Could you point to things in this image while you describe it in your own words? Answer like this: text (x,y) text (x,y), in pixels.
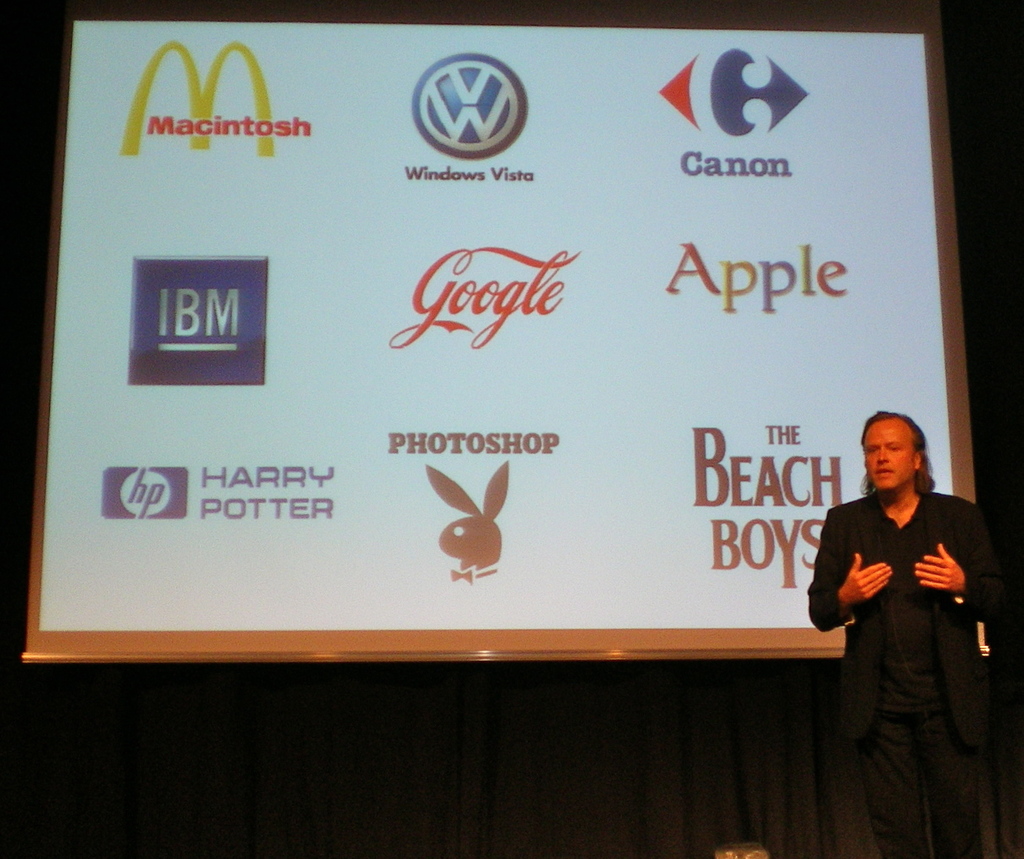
On the right side (942,546), there is a person (942,546) in a black color dress (879,551), standing and speaking. In the background (266,453), there is a screen (272,408) arranged. And the background (258,704) is dark in color.
